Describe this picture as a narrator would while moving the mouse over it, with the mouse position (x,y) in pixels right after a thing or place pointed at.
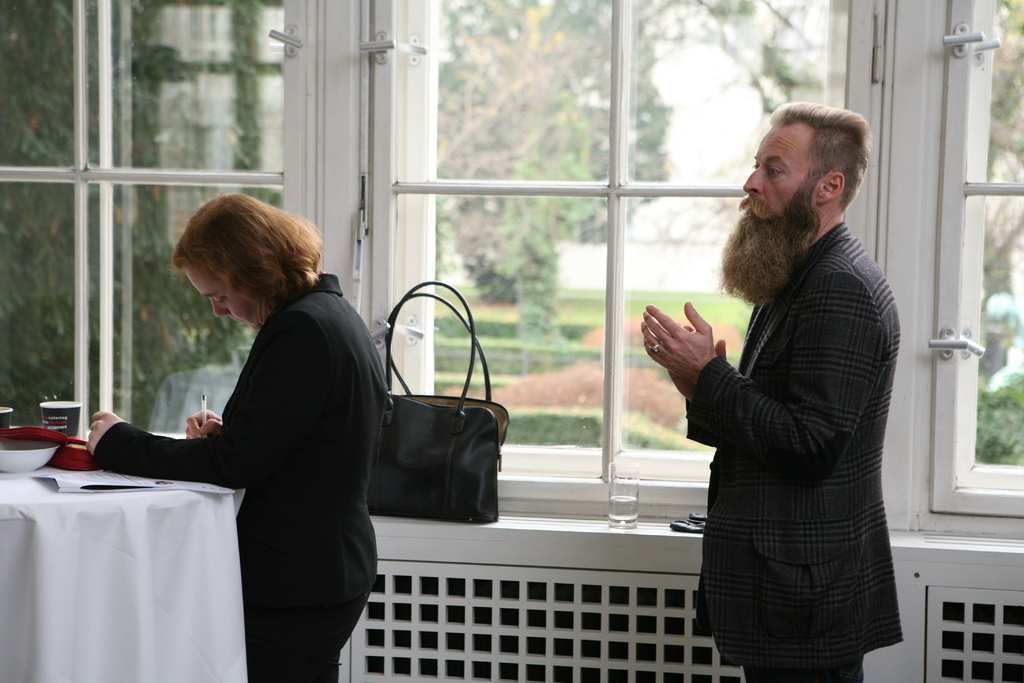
In the middle of the image (640,291) there is a glass window (491,82), Through the glass window (510,74) we can see some trees (560,165) and grass (583,310) and some bushes (552,376). Bottom right side of the image (764,530) there is a man (751,282) standing. Bottom left side of the image (215,498) there is a table (220,514), On the table (71,505) there is a bowl (44,456) and there is a paper (103,492). Beside the table (144,503) a woman (312,317) is standing and writing something. In the middle of the image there is a bag (455,472) and there is a glass (622,476).
